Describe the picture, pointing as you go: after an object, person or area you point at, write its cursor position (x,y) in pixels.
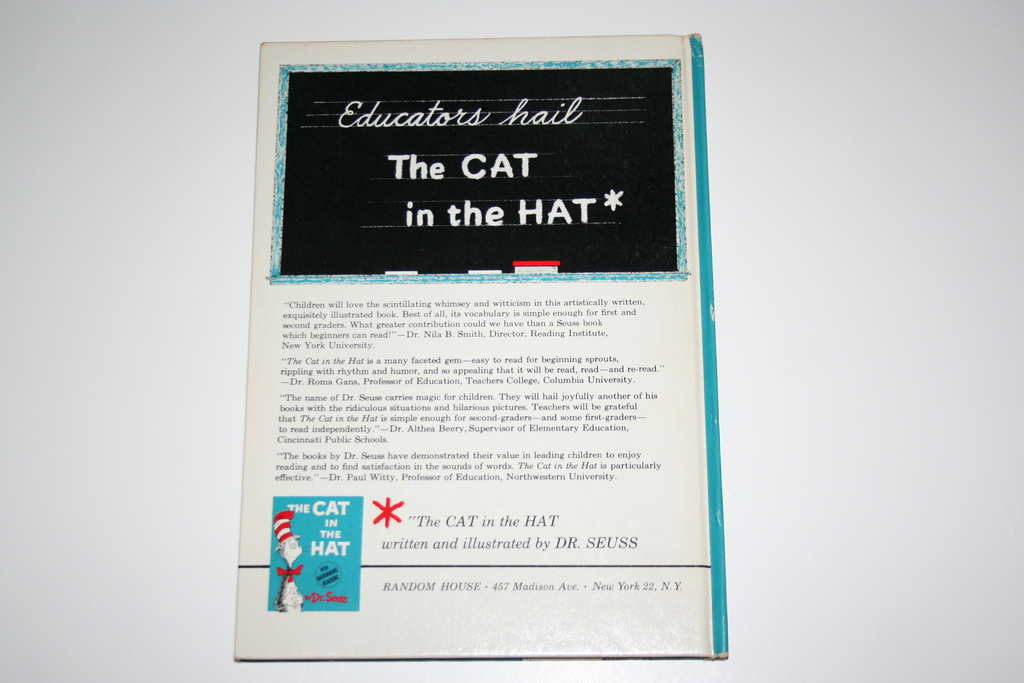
In the image I can see an object (514,421) which has a cartoon photo (329,572) and something written on it. This object (519,345) is on a white color surface (993,632).
